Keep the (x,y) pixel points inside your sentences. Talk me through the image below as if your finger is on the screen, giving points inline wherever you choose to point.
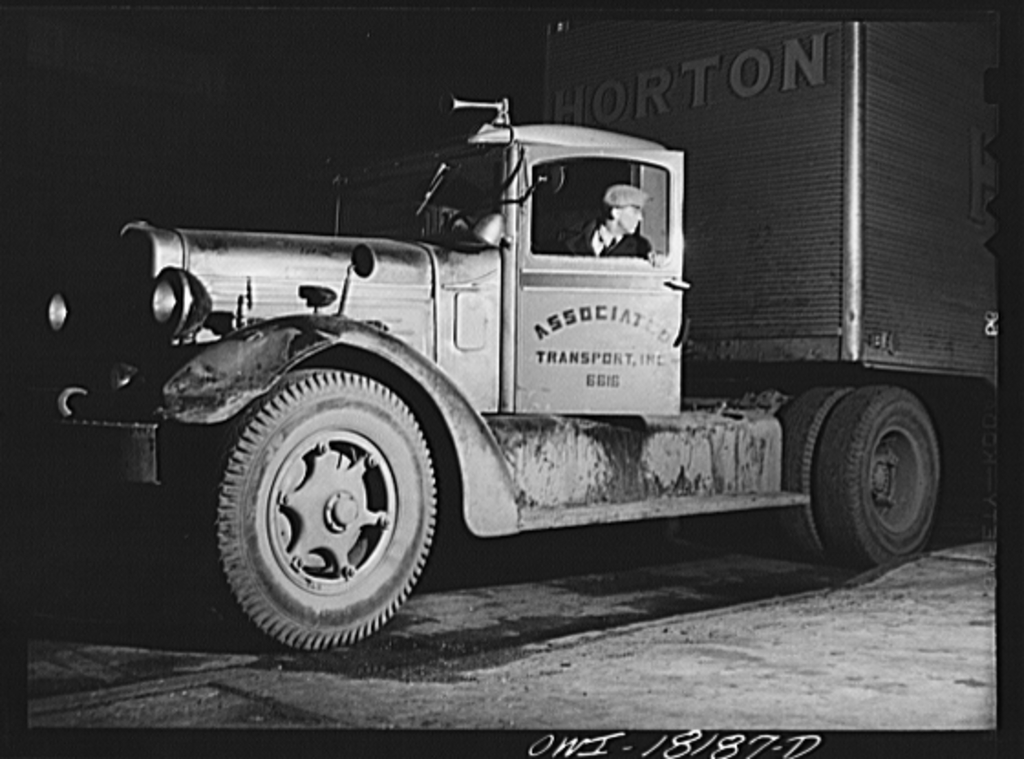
In this picture we can see a vehicle (345,454) on the road (576,580) with a person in it and in the background (147,527) we can see it is dark, at the bottom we can see some text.
